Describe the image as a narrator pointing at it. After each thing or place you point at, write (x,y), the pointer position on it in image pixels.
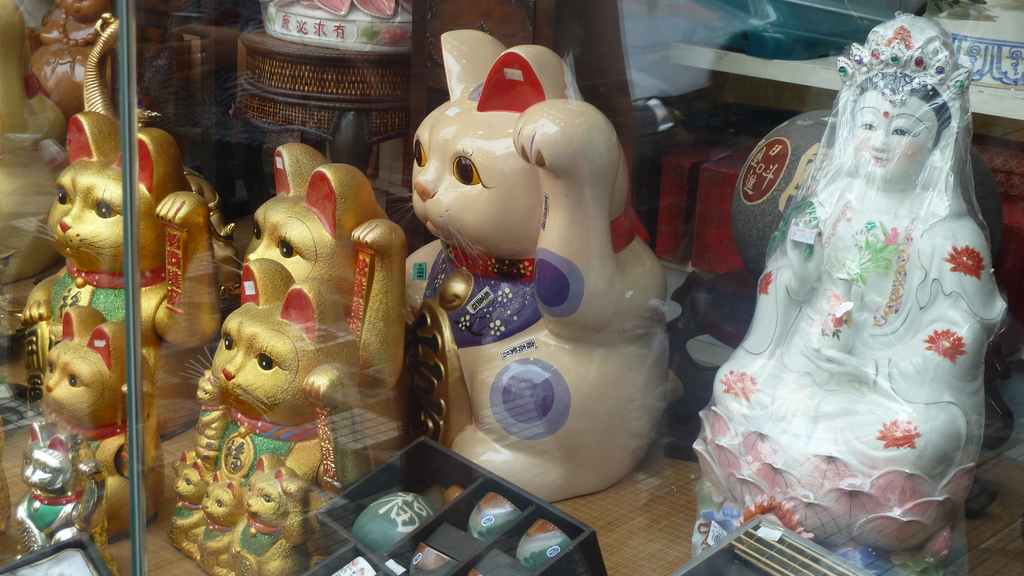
In this image I can see the glass (351,377) and through the glass (391,417) I can see few statues (370,330) of animals (497,218) and a person (782,251) which are gold, red and white in color. I can see a black colored box (469,510) with few objects (419,502) in it. In the background (355,62) I can see few other objects (285,67).
